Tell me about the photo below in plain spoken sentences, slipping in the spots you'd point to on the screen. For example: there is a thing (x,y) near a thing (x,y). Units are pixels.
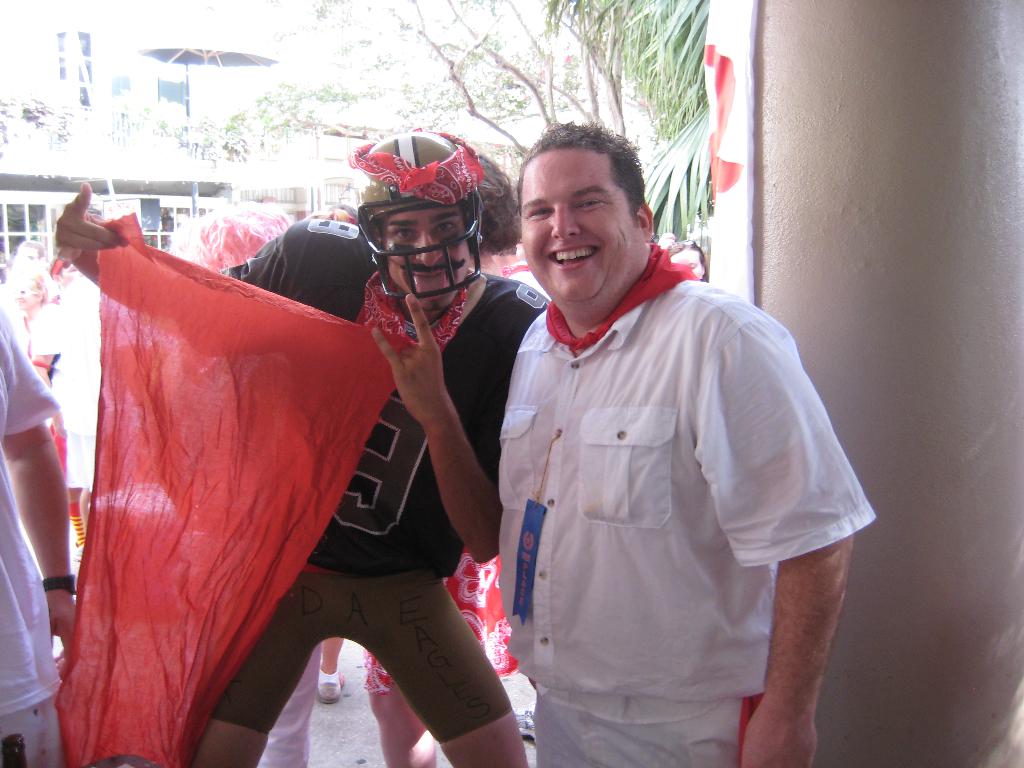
In the foreground of this image (405,684), there is a man (614,572) in white dress (609,514) and also another man (431,410) holding a red color cloth (342,359) and wearing a helmet (390,209). On the right (943,356), there is a white pillar (943,356). On the left (21,584), there is a person (22,408). In the background (273,204), there are persons (278,219), few trees (498,47) and it seems like few buildings (185,157).
